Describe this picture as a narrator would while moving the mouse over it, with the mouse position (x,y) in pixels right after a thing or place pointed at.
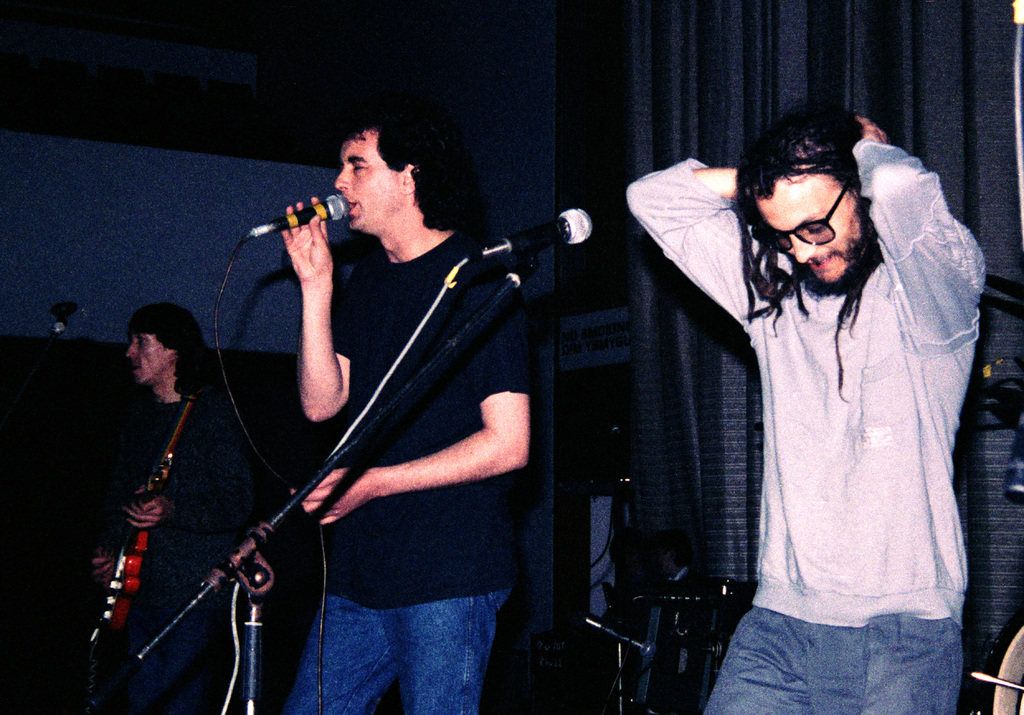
there are three persons (527,387) one person (431,271) is singing in a microphone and one person (239,478) is playing guitar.
